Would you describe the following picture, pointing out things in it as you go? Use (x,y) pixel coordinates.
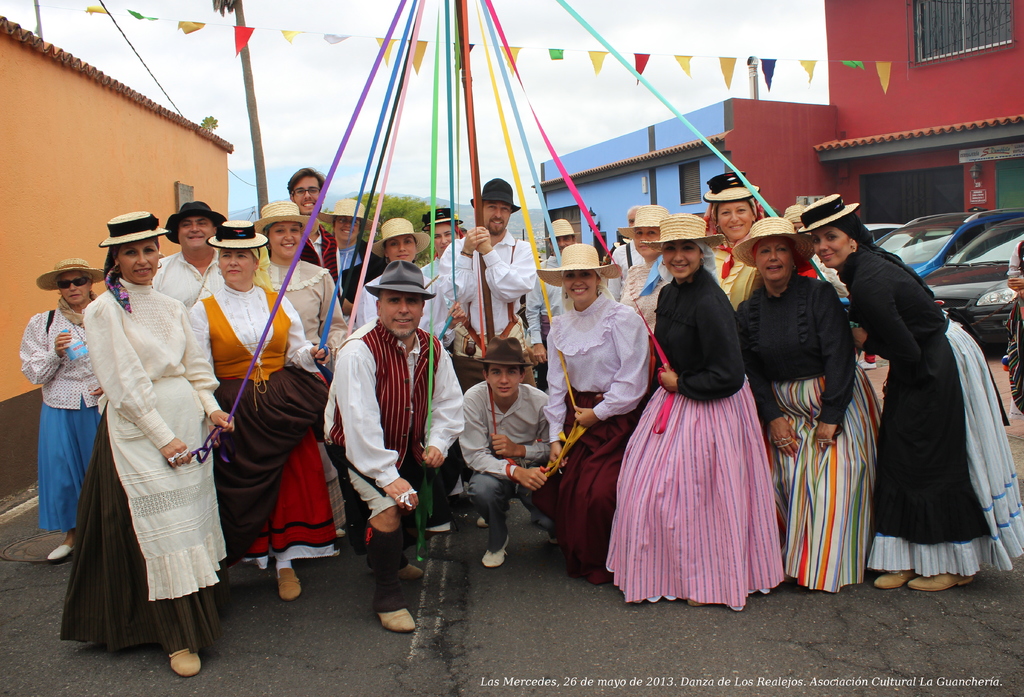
In this image we can see men (380,323) and women (139,369) are standing, few are holding colorful ribbons (367,93) in their hand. In the background (221,176), we can see trees (409,202), buildings (89,200), wooden pole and flags (806,67). The sky (321,51) is covered with clouds (559,97). We can see cars (988,285) on the right side of the image (946,262).
